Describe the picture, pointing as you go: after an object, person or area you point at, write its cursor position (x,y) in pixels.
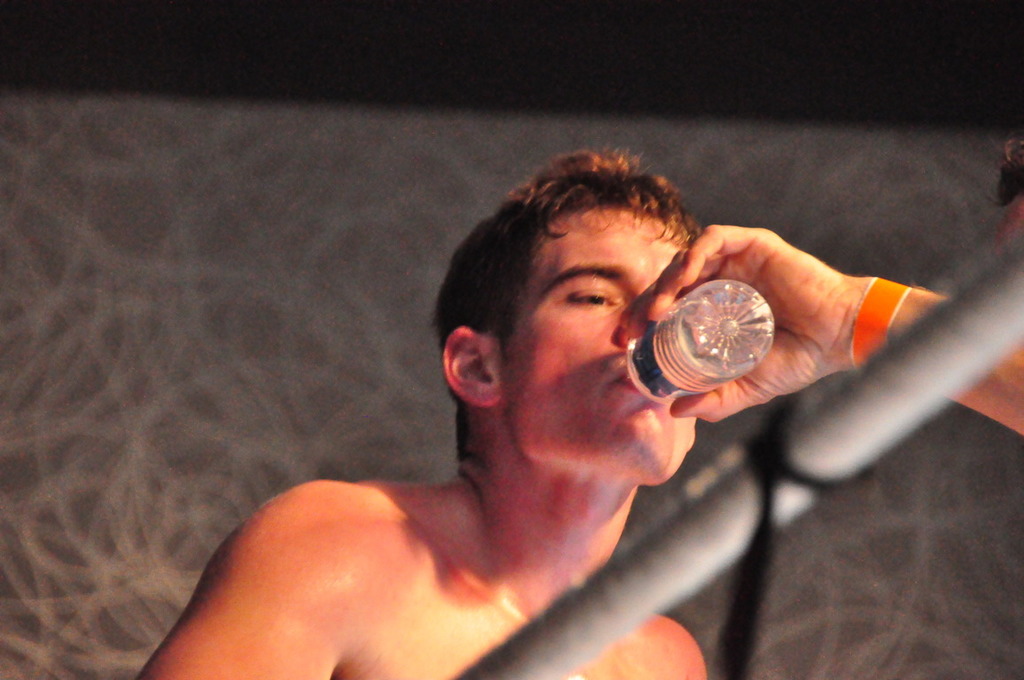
There is a person (254,519) drinking water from a bottle (634,373). Another person (840,320) wearing orange wristband (862,317) is holding the bottle (699,364). There is a rod (747,514) on the right side (865,431). In the background (188,424) it is blurred.
